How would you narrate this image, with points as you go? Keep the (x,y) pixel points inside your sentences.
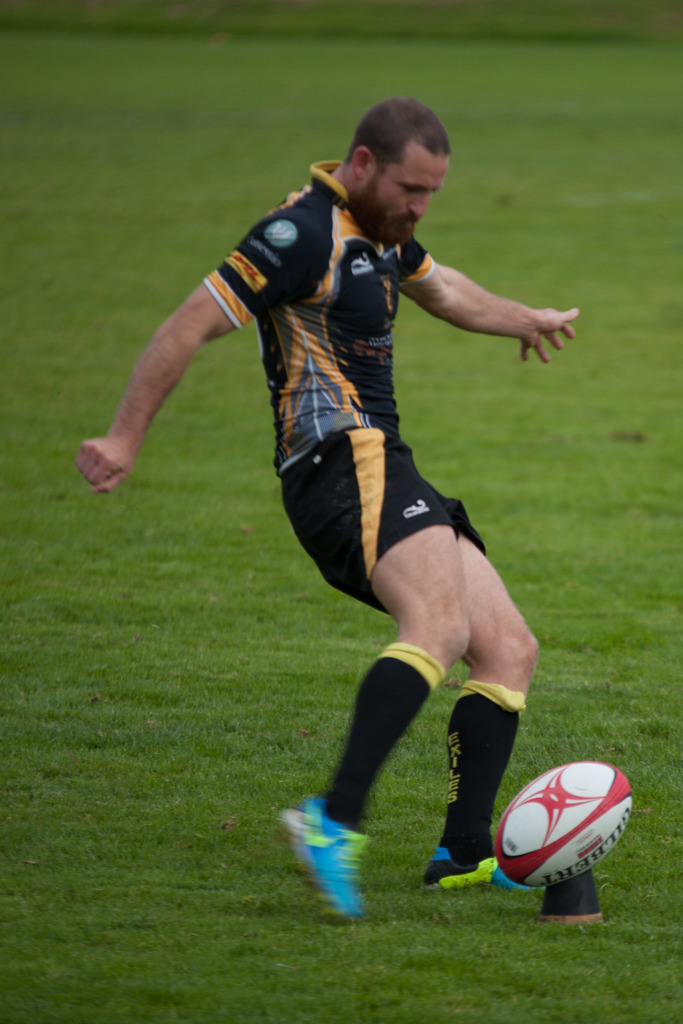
In this image we can see a person (372,483) kicking a rugby ball (537,816) on the ground (308,648).
